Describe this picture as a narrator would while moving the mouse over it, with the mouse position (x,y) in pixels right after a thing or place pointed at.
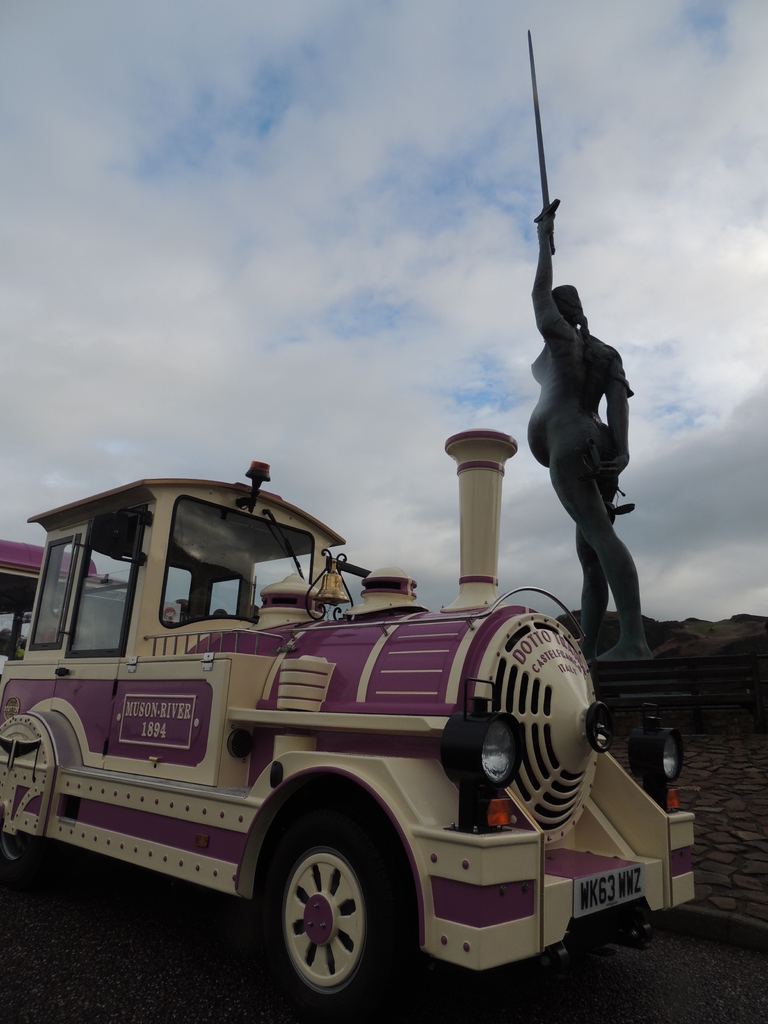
In this picture we can observe a vehicle (179,691) which is looking like a train engine (219,811). This vehicle (179,678) is in cream and purple color. We can observe a statue (582,458) on the right side (550,438). In the background (699,630) there are hills (688,630) and a sky (365,229) with some clouds (370,189).
